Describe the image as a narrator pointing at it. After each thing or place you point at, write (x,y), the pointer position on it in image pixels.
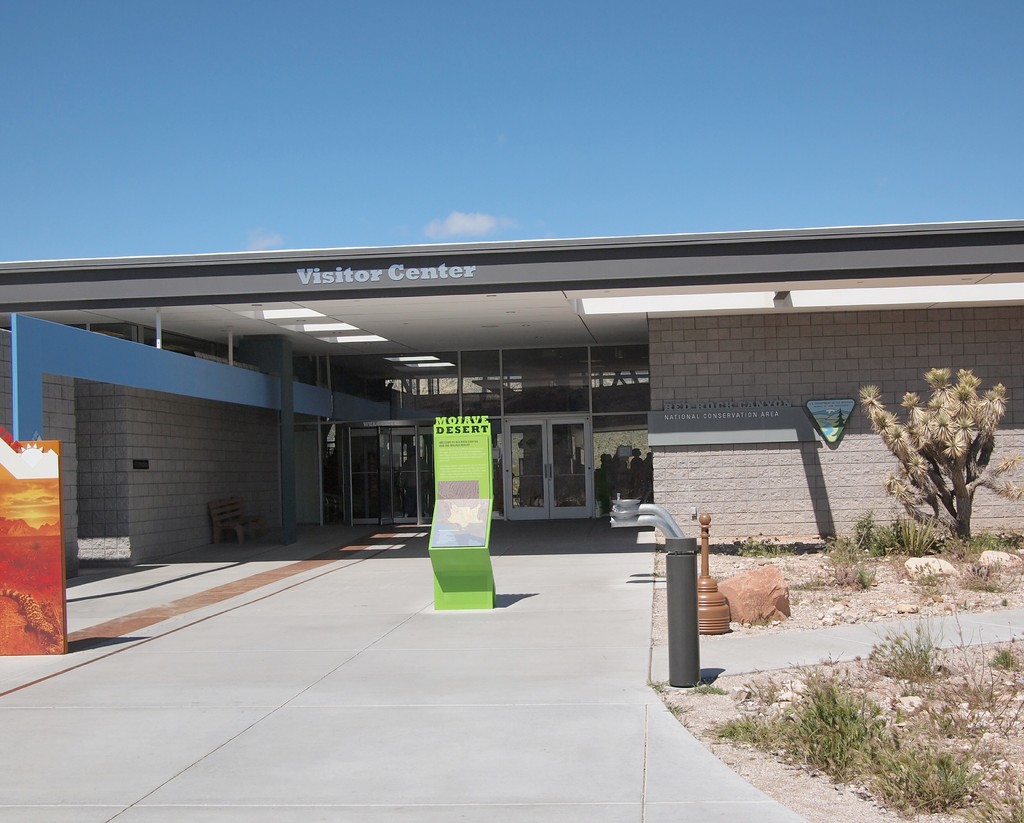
This image consists of a building (446,275). In the front (451,558), there is a board (459,483) along with the doors (410,477). At the bottom (271,710), there is a road (507,657). To the right (849,750), there are plants (857,721) along with the rocks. At the top (281,97), there is a sky (193,85) in blue color.
